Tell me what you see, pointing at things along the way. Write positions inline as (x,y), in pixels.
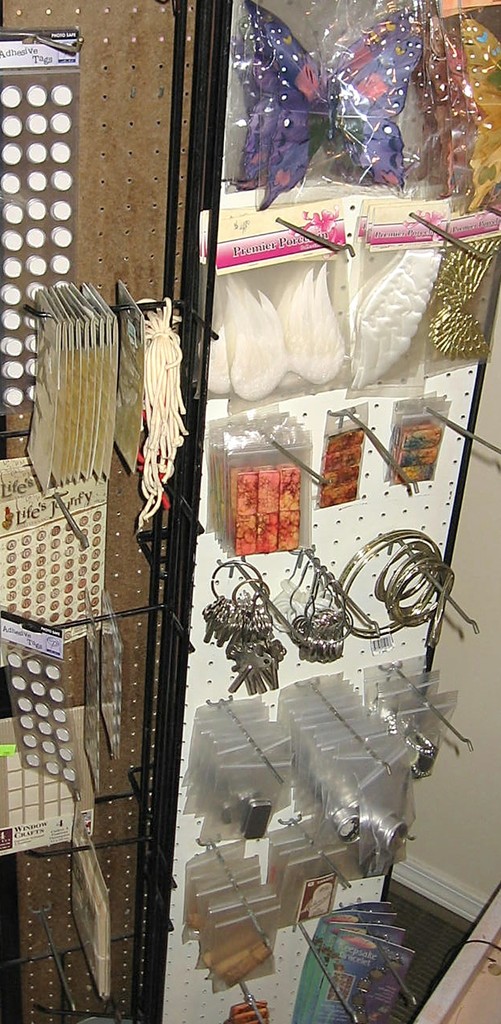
In the image there are keys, rings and stickers (326,441) hanging to the wall (280,1012) along with many accessories (121,369).
